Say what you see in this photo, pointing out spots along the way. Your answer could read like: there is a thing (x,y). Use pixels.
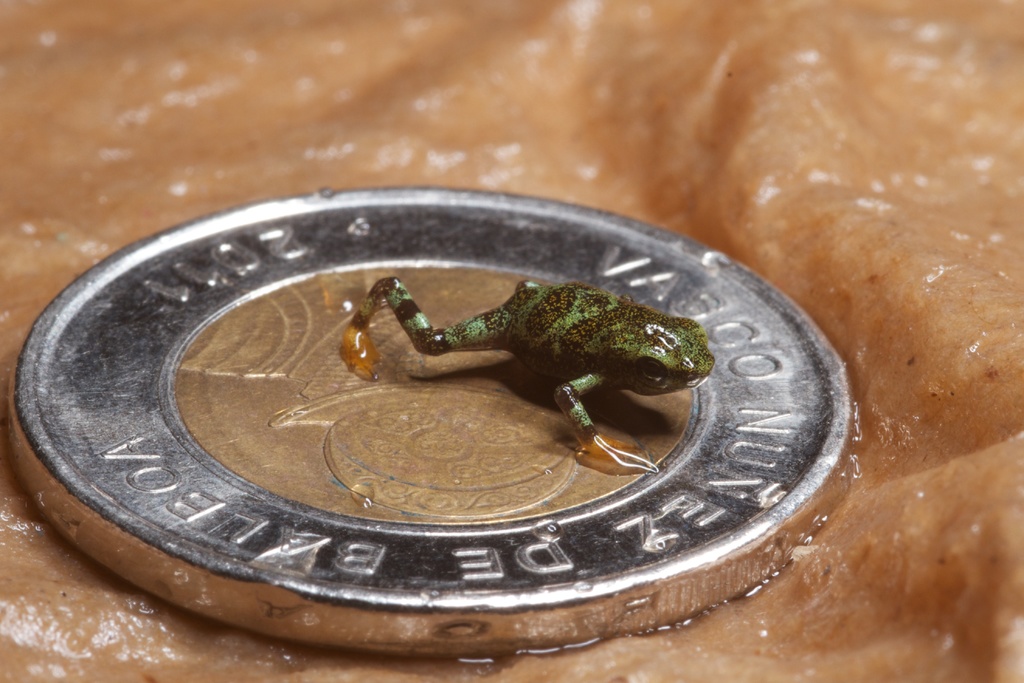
In this image we can see a coin (333,571) on the surface (785,624) on top of which there is a frog (568,311).
